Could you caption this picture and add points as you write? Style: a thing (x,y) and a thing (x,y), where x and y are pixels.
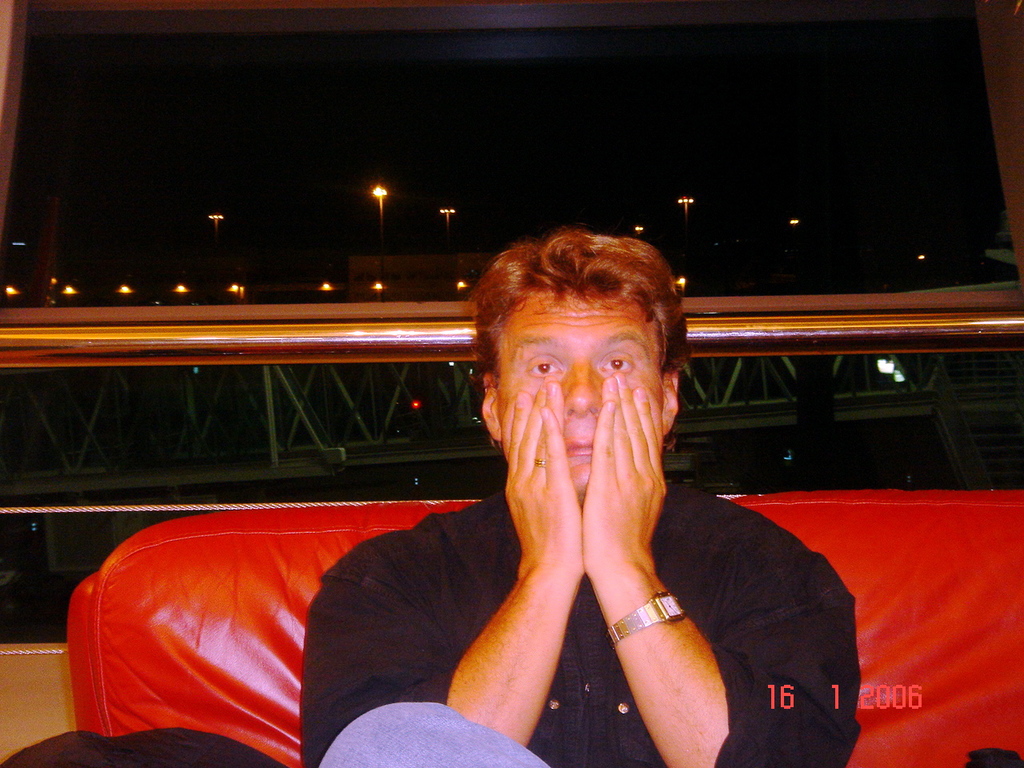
In this image there is a person (368,748) sitting on the couch (270,746), and in the background (914,322) there are iron rods (926,334), lights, sky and a watermark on the image.
